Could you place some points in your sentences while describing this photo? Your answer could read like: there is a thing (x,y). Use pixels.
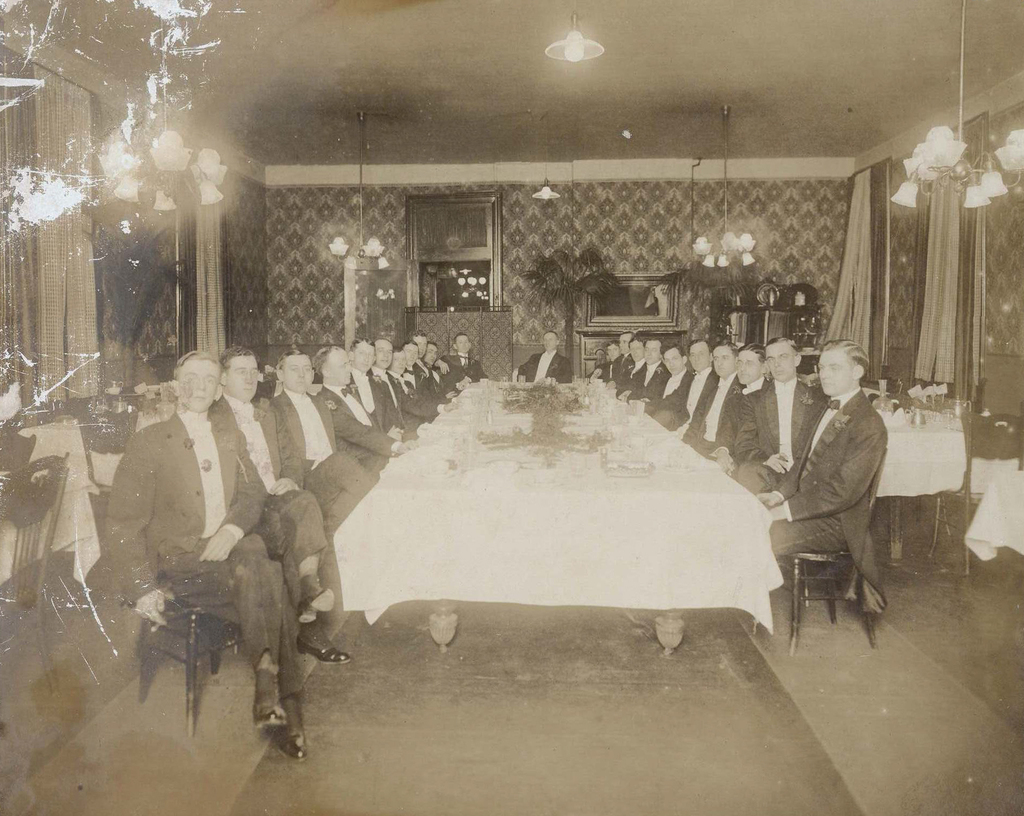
This picture describe about the old photograph in which a group of people (216,493) are sitting on both the side of the long table (419,514) wearing a black coat (196,541) and giving the pose into the photograph. Behind we can see the wall paper (567,250) on the wall (551,240) and a wooden door (468,212) and hanging light (700,254) on the both the side of the wall (773,254) and two hanging chandelier (935,139) on the ceiling (932,13).
